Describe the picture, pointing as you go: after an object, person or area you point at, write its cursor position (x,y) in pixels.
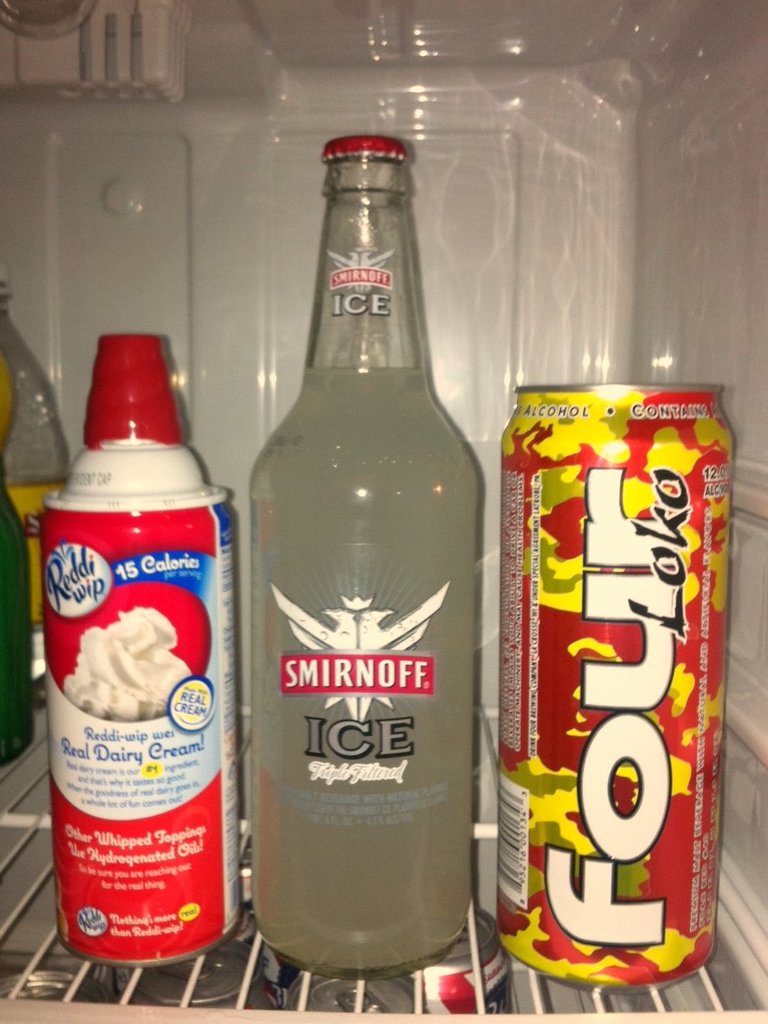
There are a bottle (287,608) and 2 tins (530,685) here.
